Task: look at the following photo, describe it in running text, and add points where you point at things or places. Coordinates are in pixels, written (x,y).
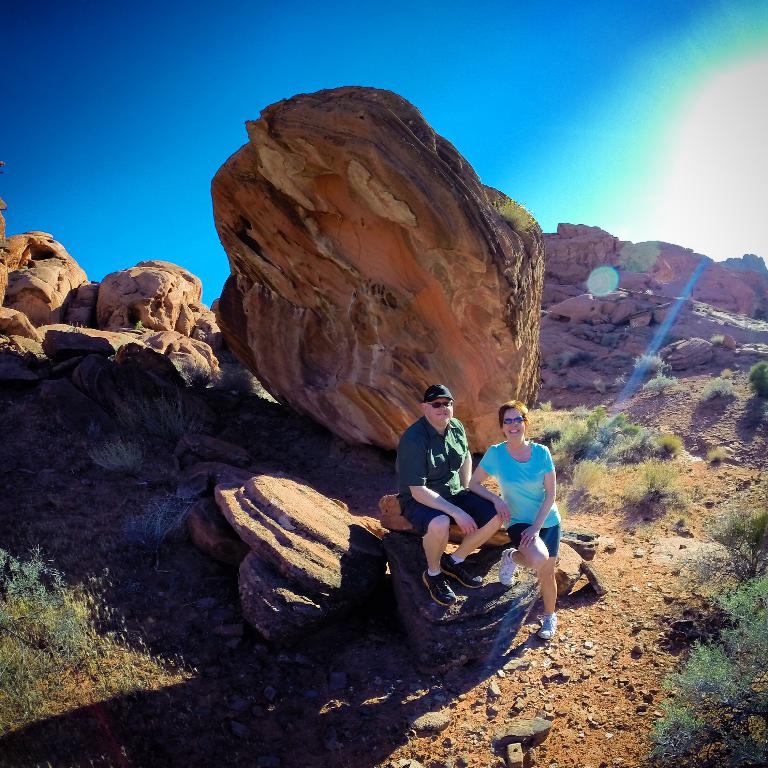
In this image I can see there is a man (471,511) and a woman (516,549) sitting and there is a rock (217,173) behind them, there are few plants (38,566), soil (531,693), stones (549,665) and there are few rocks (594,255) in the backdrop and the sky (142,138) is clear.
